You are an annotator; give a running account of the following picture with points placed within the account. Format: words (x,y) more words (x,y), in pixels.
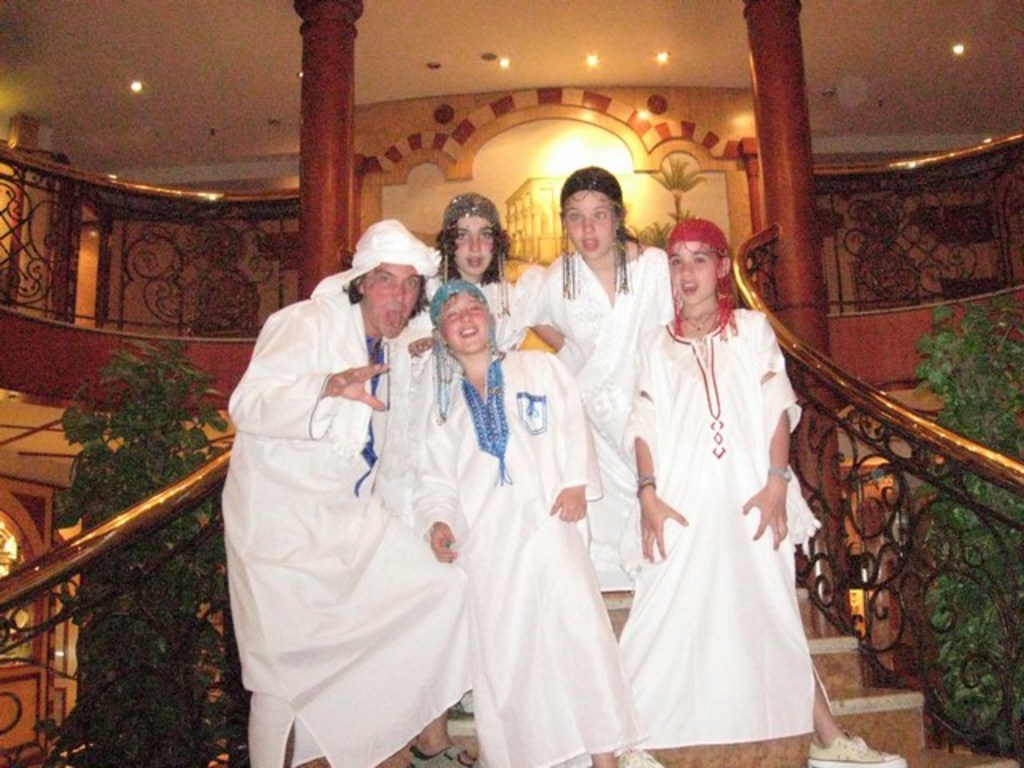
In this picture I can see five persons (577,632) standing on the stairs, there are house plants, lights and iron grilles (59,268).
